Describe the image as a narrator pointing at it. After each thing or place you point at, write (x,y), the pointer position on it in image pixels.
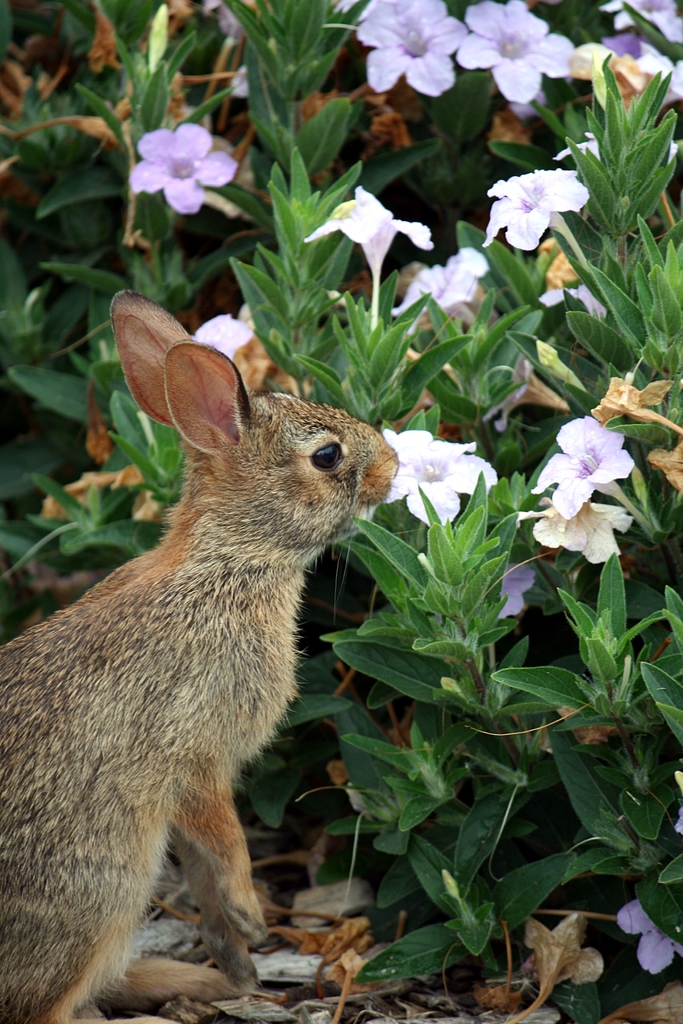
In this picture I can see the rabbit (268,578) on the left side (215,660). I can see flower plants (433,439) on the right side (506,400).
